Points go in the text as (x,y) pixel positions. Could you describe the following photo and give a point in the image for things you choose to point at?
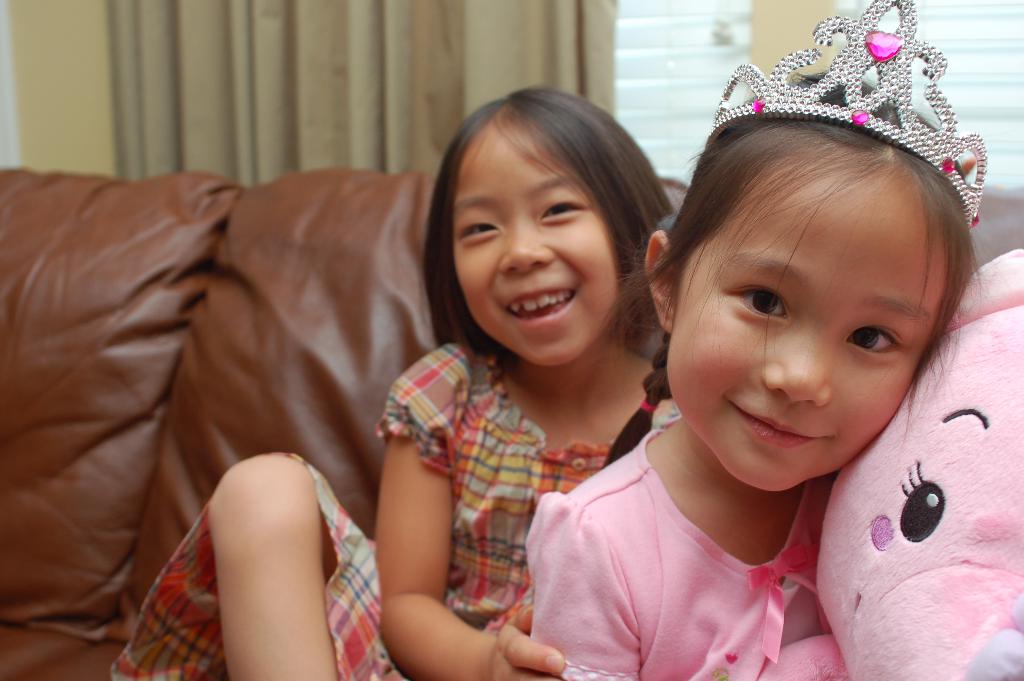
There are girls (585,204) smiling and she wore crown (949,121), beside her we can see a doll (965,521). We can see sofa (118,466). In the background (91,92) we can see wall (90,78), curtain (162,99) and window (961,29).
